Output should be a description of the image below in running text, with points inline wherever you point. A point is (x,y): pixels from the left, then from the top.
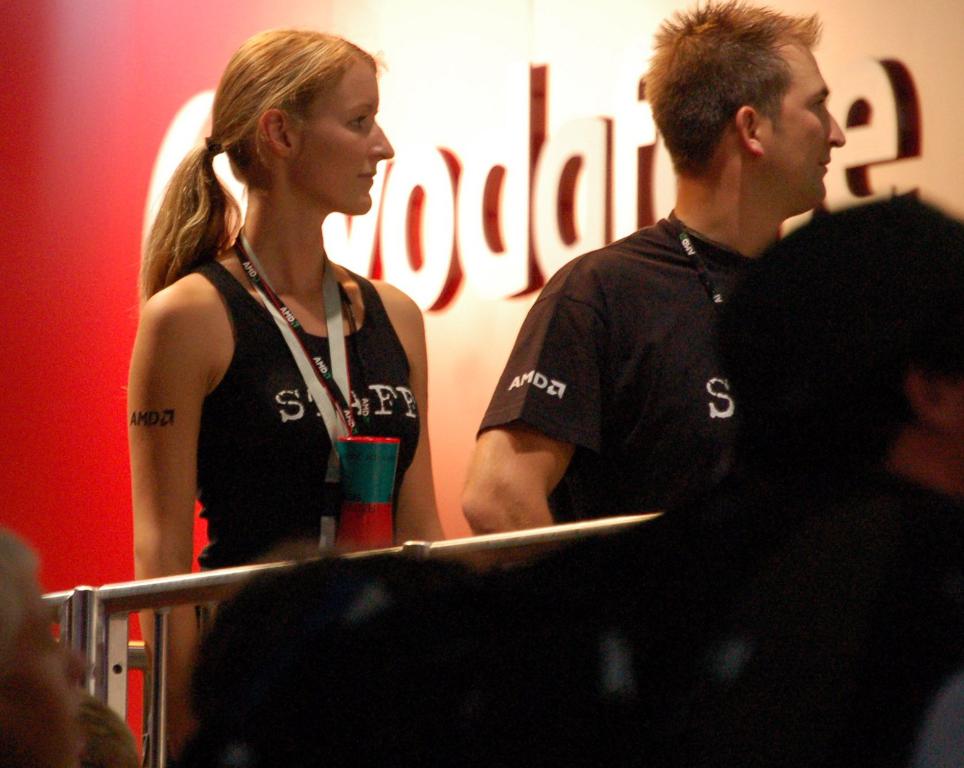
In this image, we can see people (332,369) and some are wearing id cards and there are railings (83,622). In the background (505,193), there is some text (465,205) on the board (111,118).
